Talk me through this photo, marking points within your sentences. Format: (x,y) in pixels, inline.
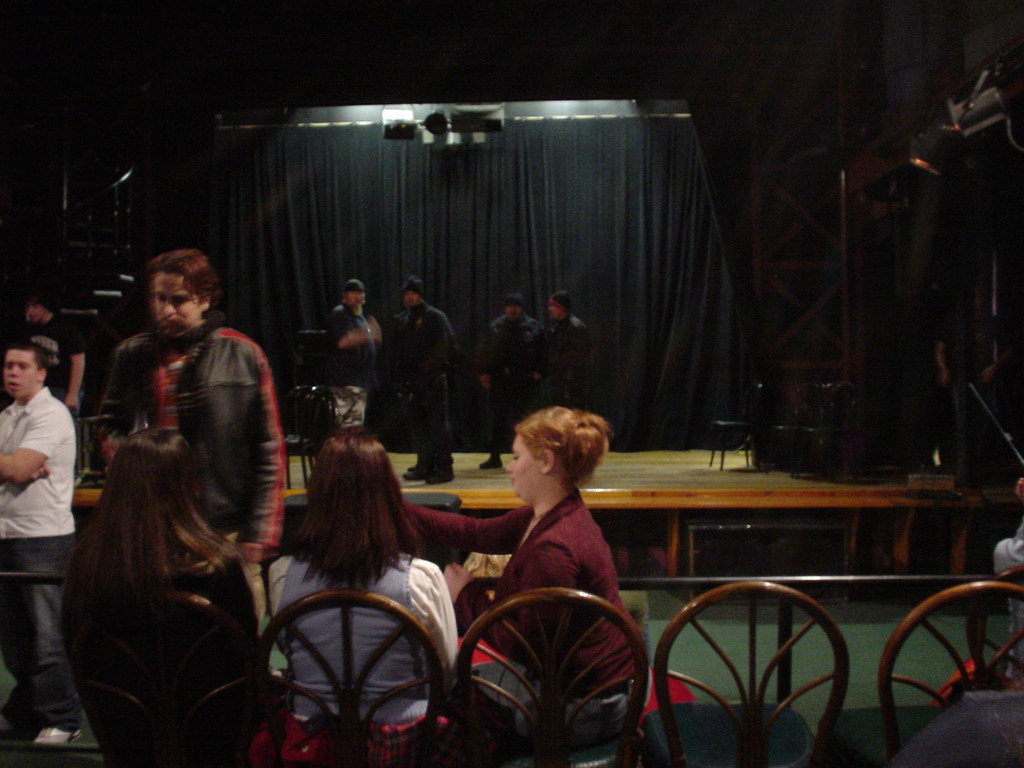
In the image there are few people (519,383) on stage (715,479) and the background cloth (581,237) is black in color and in front (376,667) some people (324,655) sat on chairs (430,735), it seems to be performance area (438,88).
